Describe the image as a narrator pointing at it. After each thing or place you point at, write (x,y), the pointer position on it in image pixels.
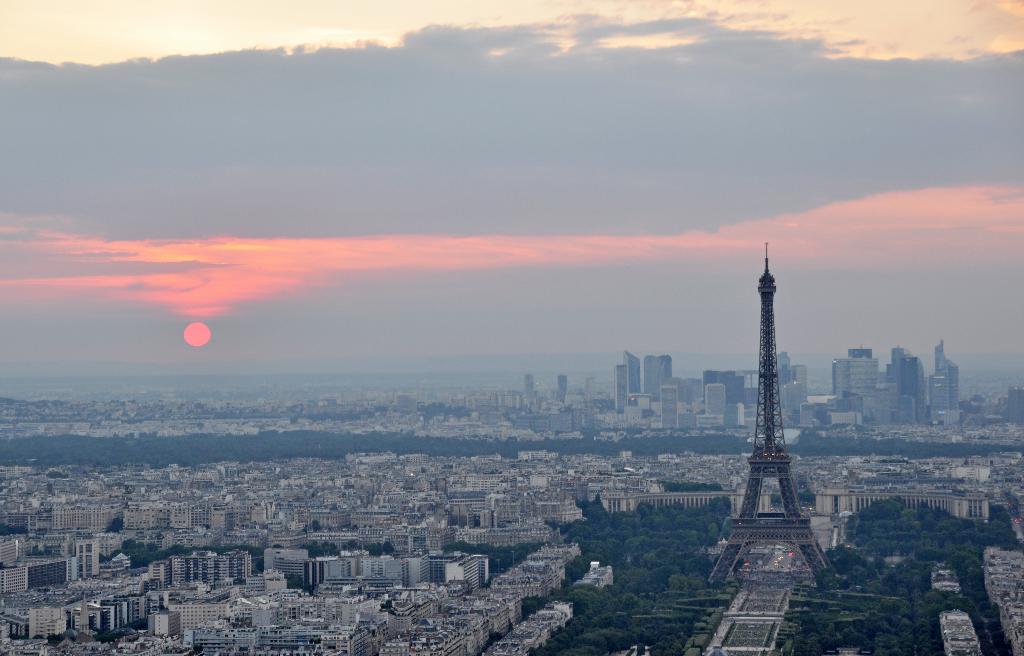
In this picture I can observe some buildings (381,473) and trees (617,585). On the right side (773,461) there is an Eiffel tower (768,312). In the background (235,277) there are some clouds (403,211) in the sky (158,150). I can observe sun (191,335) in the sky (185,291).
